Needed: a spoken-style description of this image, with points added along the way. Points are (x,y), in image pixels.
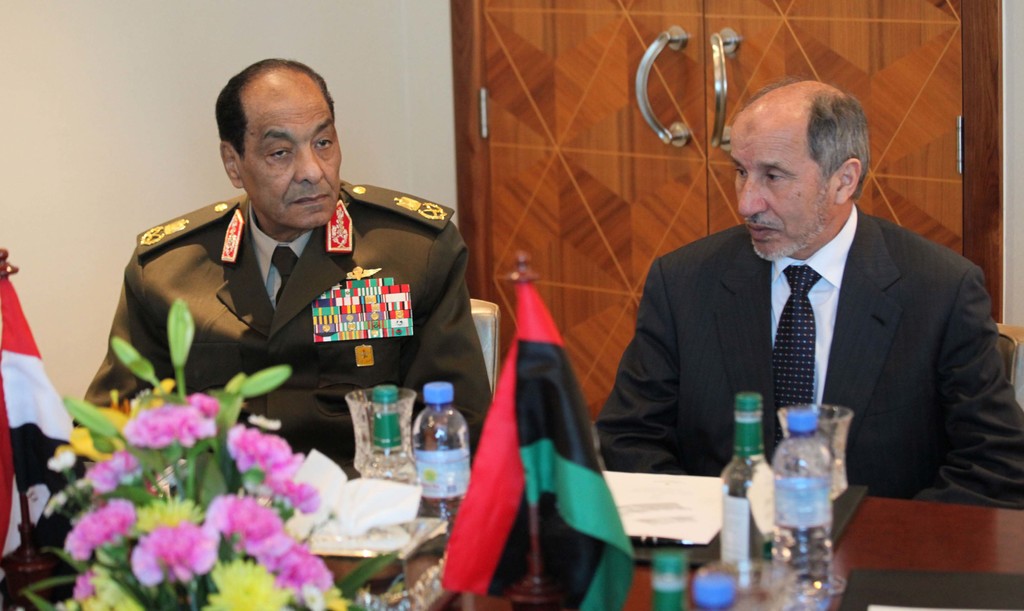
In this picture there are two men (805,330) sitting on chairs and we can see flowers (257,450), bottles (812,466), glasses (833,448), flags (46,451) and objects (418,532) on the table (991,566). In the background of the image (363,145) we can see wall (232,11) and door (679,71).
